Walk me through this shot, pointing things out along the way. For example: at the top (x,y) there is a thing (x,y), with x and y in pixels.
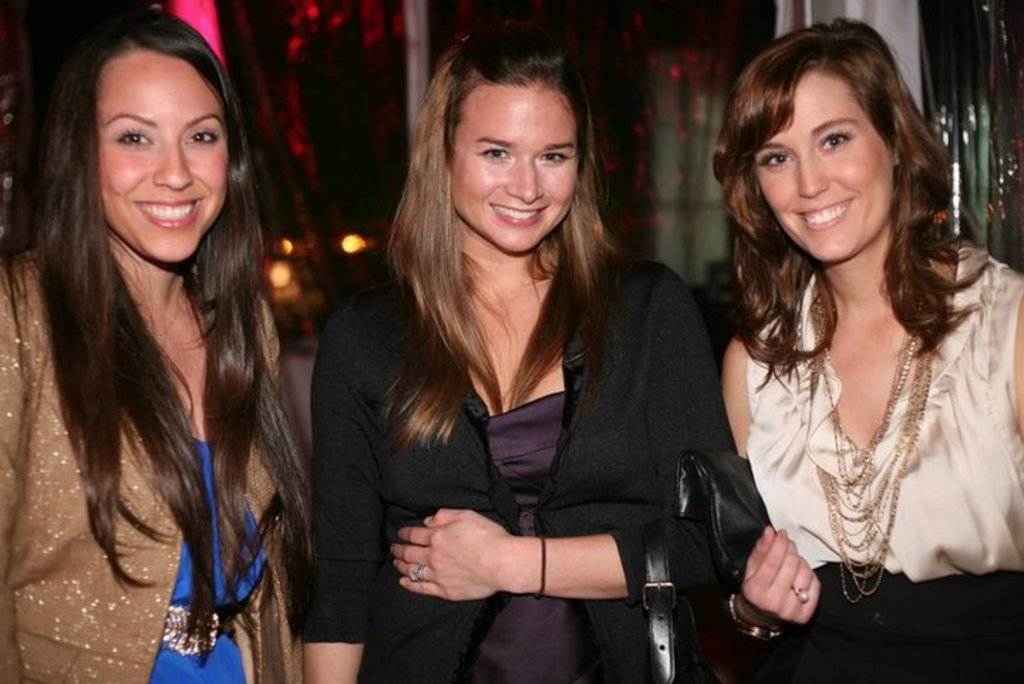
In this picture there are three persons (591,338) standing and smiling. At the back (712,2) there is a curtain (501,11).
